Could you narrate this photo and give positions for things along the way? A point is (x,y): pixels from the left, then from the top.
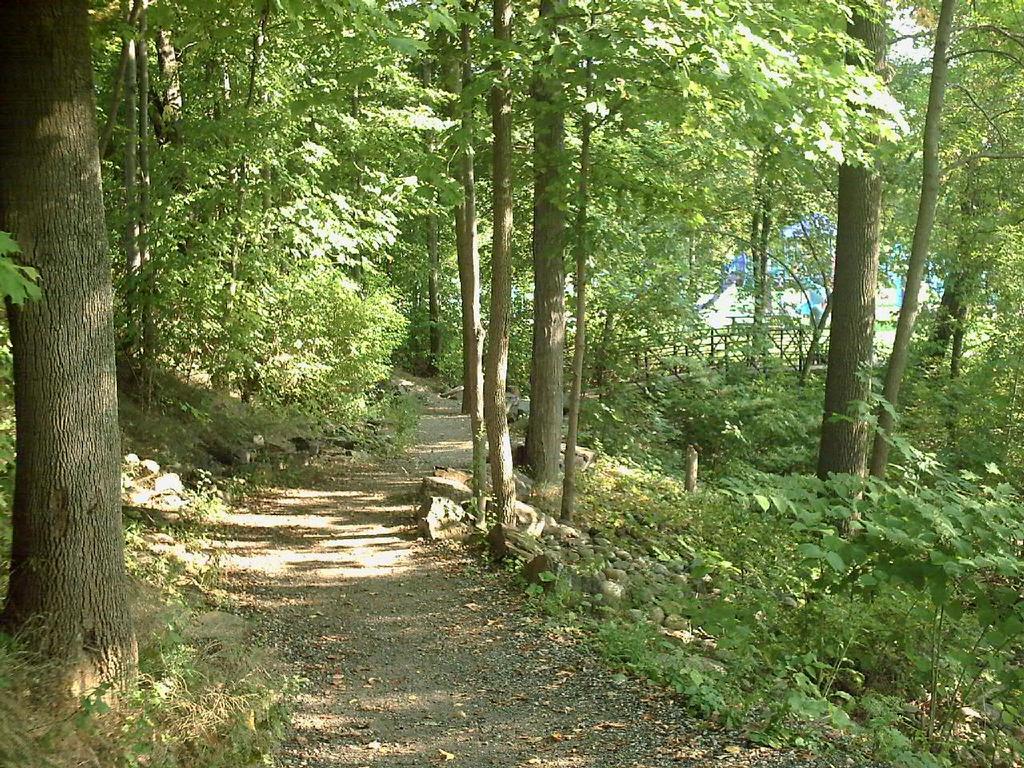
In this image we can see trees (340,188), stones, road (487,693), plants (755,526), fencing (778,353) and wall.
